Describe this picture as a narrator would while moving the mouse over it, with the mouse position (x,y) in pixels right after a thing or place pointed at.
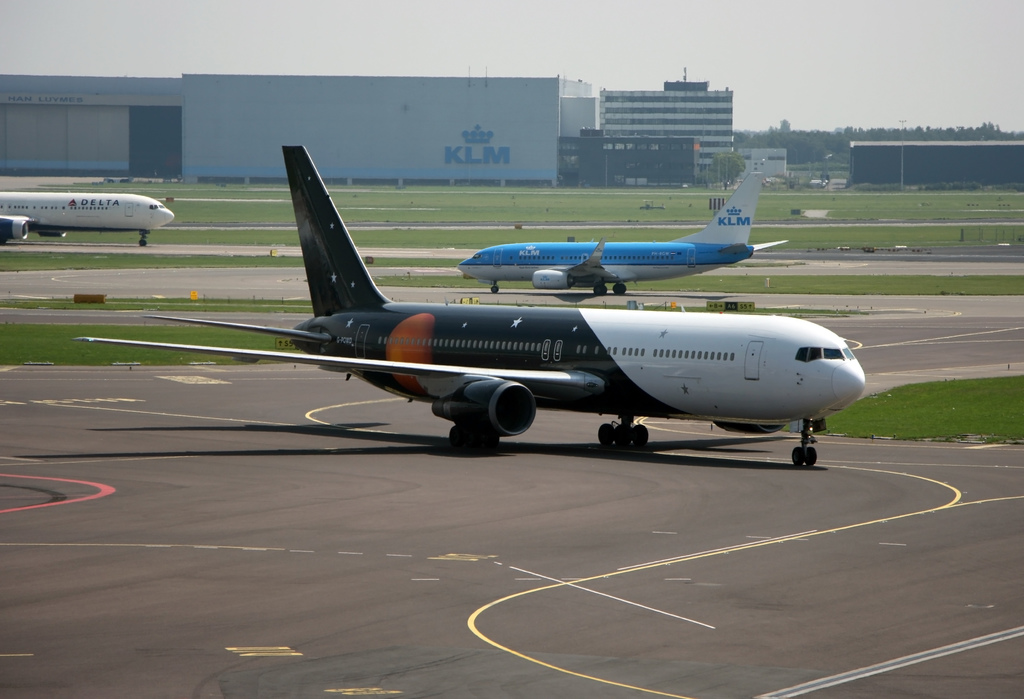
In this image I can see the aircraft (462,335) on the ground (532,551). In the background (502,172), I can see the buildings (857,174) and the sky (815,70).
